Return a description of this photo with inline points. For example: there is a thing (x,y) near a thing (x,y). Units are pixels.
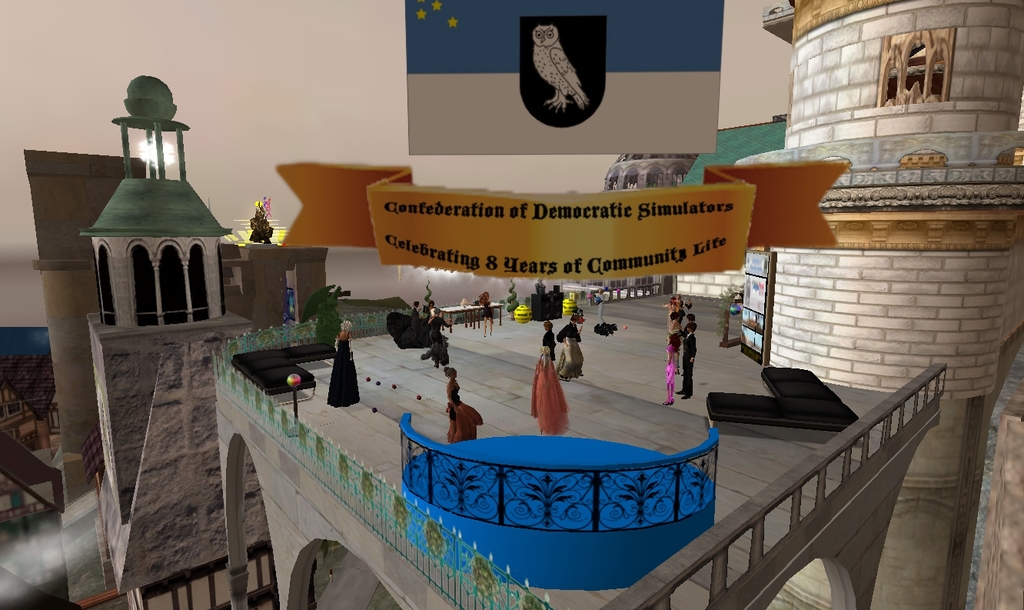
This is an cartoon picture and we see buildings (281,305) and few people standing and a flag (590,121).
